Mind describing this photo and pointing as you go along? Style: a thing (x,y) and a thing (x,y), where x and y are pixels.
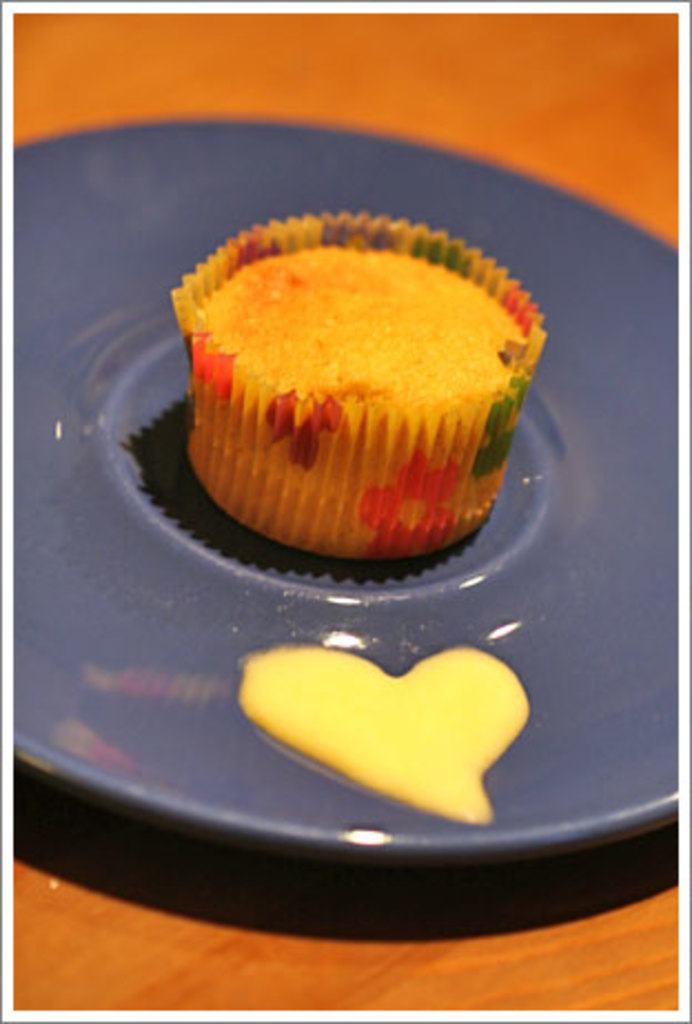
In this picture we can see a table (619,986). On the table (634,892) we can see a plate (424,593) which contains a cupcake (407,392).
